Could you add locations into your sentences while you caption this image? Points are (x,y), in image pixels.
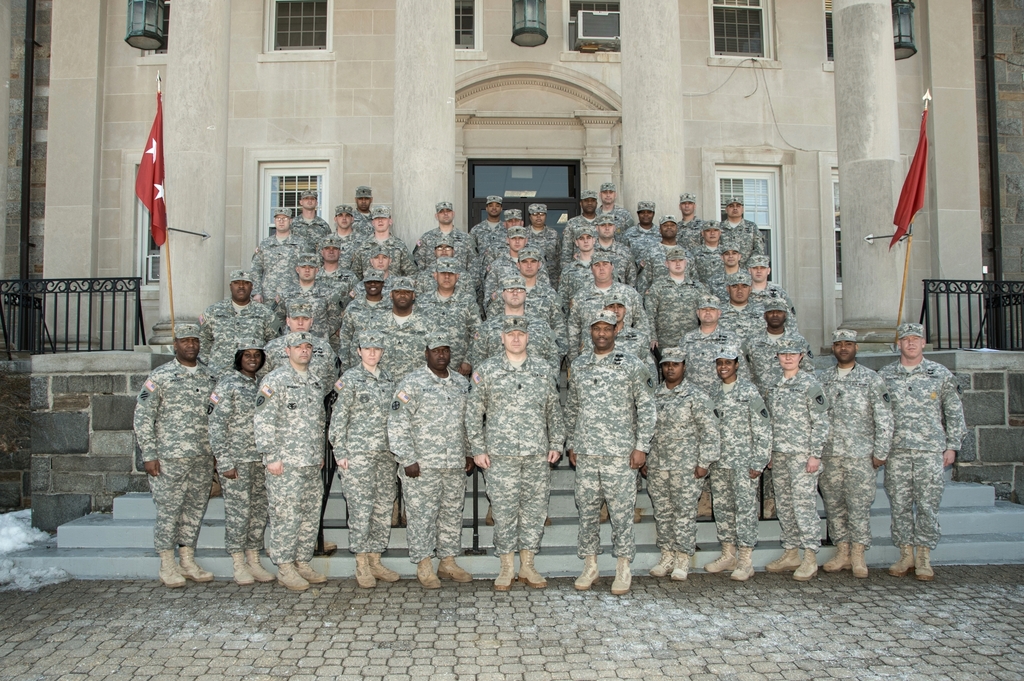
In the picture I can see a group of people (672,444) are standing. These people (544,399) are wearing uniforms (492,432) and hats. In the background (941,206) I can see fence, flags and a building (390,187).
